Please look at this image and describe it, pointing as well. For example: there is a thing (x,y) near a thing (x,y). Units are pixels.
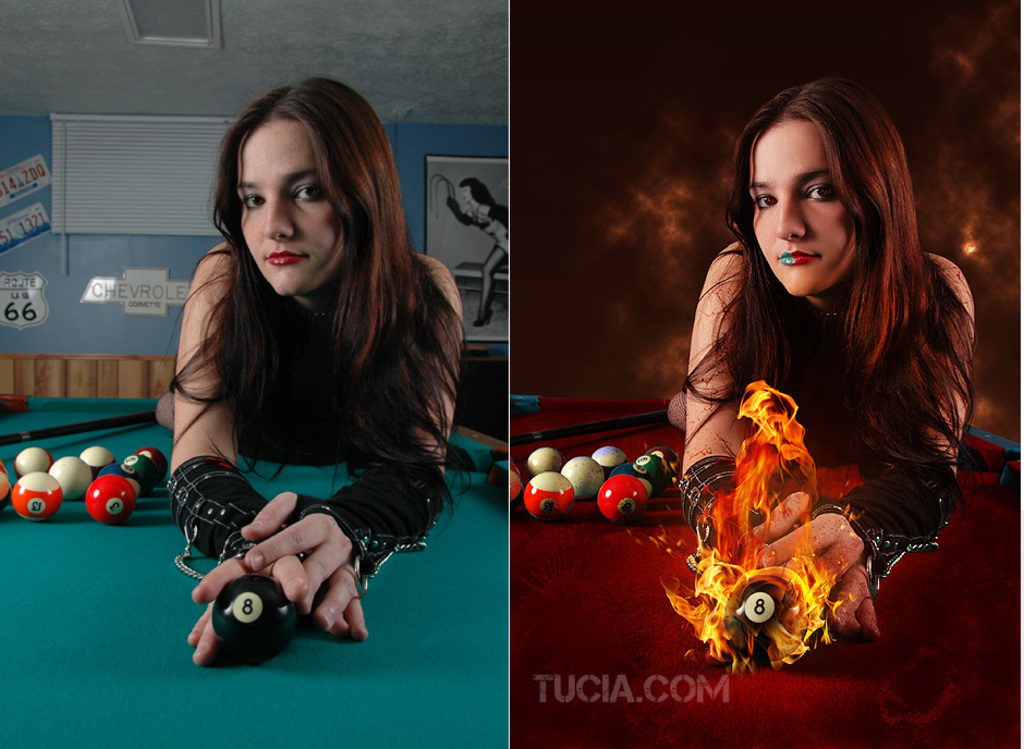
In this picture we can see woman (344,188) leaning on a snooker table (80,585) and beside to her we can see balls (75,470) and in the background (93,238) we can see wall (456,137), frames (471,171) beside to this picture we have another picture same but with some graphical effects.
